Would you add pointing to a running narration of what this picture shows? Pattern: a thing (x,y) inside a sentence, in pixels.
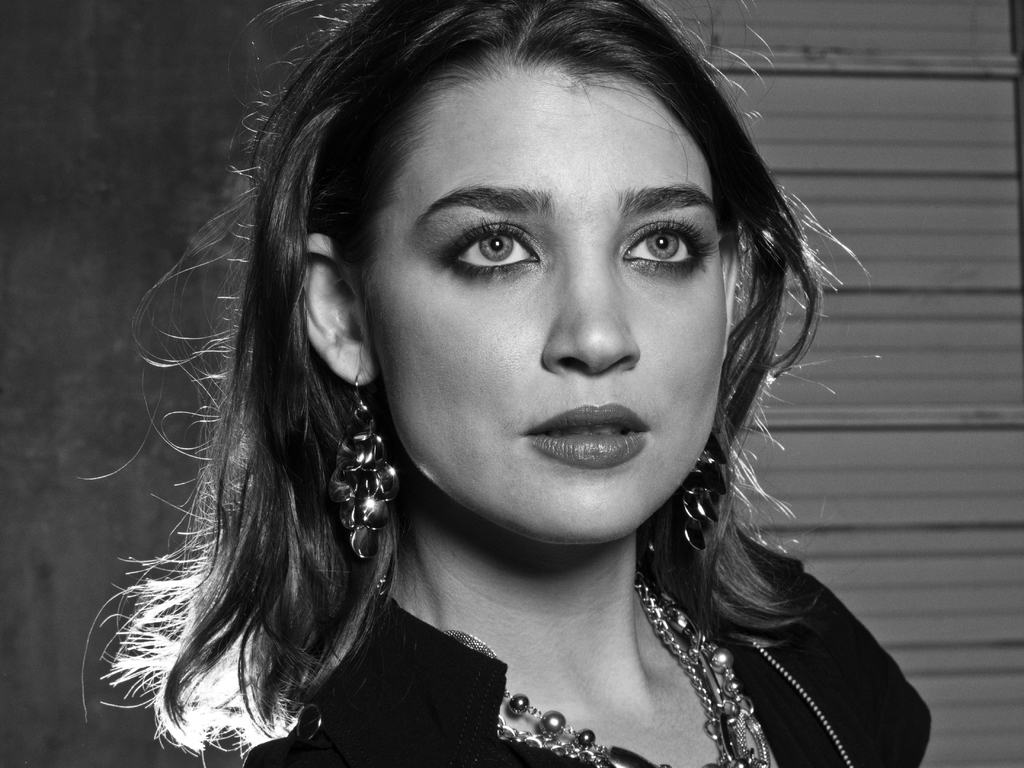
This is a black and white image. We can see a person (418,271) and the background (188,67).
